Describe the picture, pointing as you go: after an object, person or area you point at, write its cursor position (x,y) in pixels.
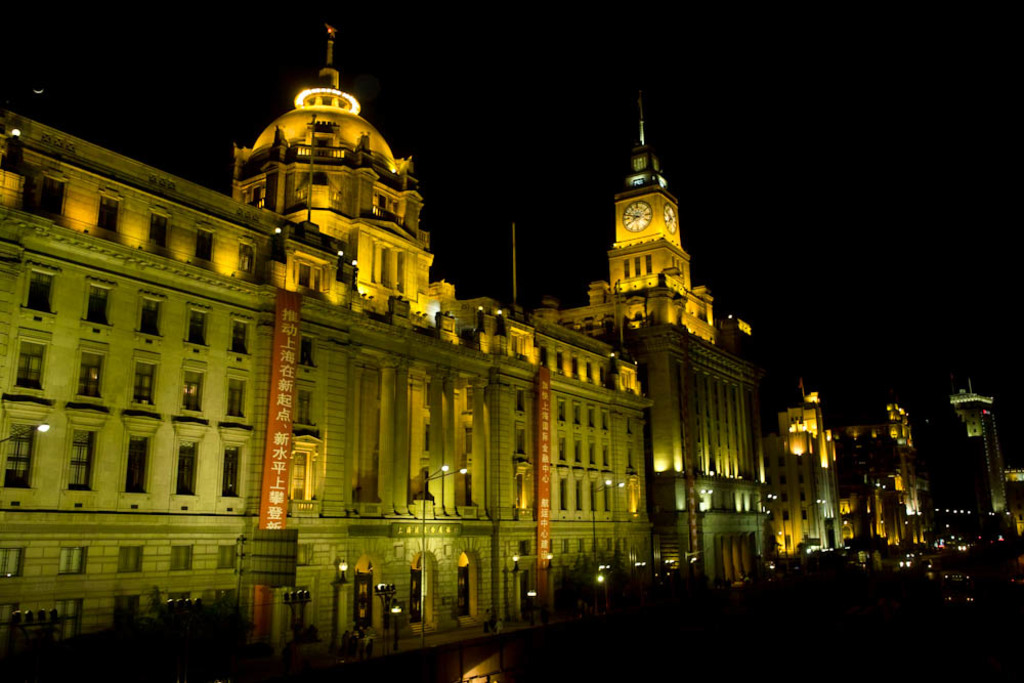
Here in this picture we can see number of buildings (360,353) with windows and doors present over a place and we can see banners (273,434) present on buildings (479,450) and we can also see a clock (644,210) present and we can also see lamp posts (388,586) present.
